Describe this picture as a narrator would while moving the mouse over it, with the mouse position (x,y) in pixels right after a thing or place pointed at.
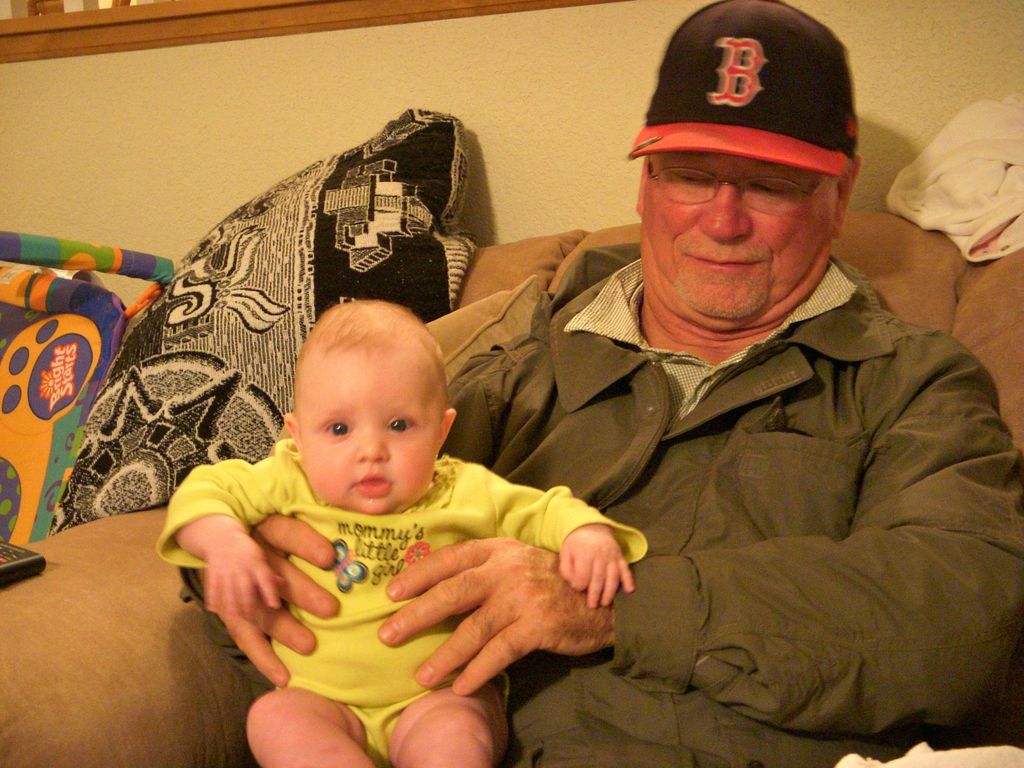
In this image on a sofa (152,557) an old man (799,382) is sitting wearing cap (712,89) and jacket (660,606). He is holding a baby (358,552). In the background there is wall (471,50). There are cushions (130,367) on sofa (21,610).
